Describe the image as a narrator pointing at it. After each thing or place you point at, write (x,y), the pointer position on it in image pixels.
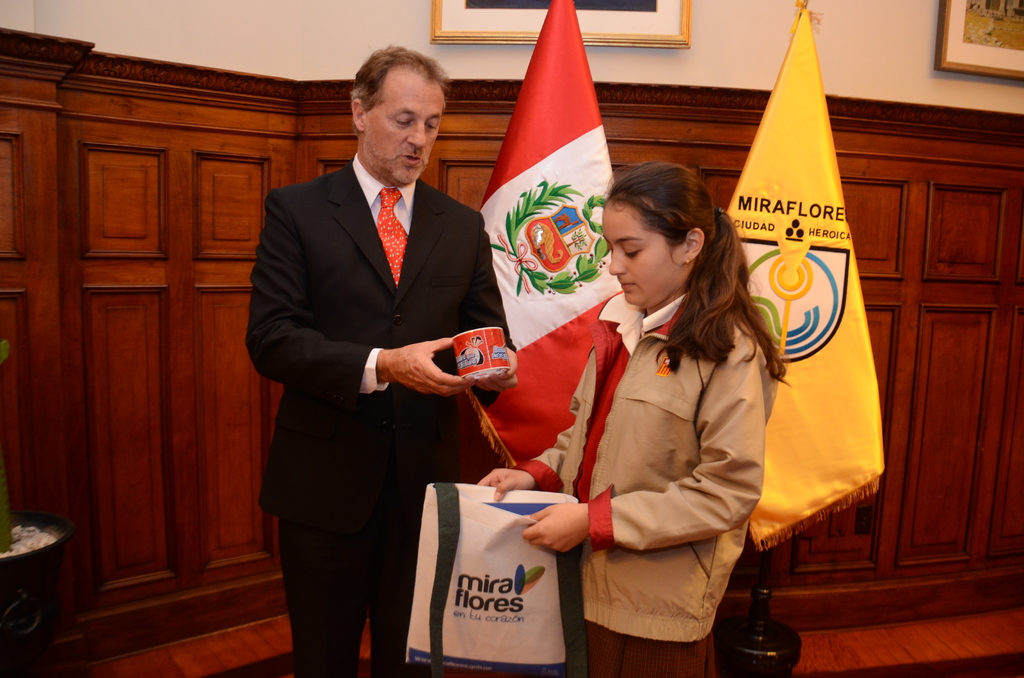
In this picture we can see a girl (637,547) holding a carry bag (570,550). We can see a man (426,348) holding an object (473,362) in his hands (390,358). There are flags (527,311), a flower pot (17,600), frames (956,54) on the walls (642,68) and a few things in the background (907,66).
